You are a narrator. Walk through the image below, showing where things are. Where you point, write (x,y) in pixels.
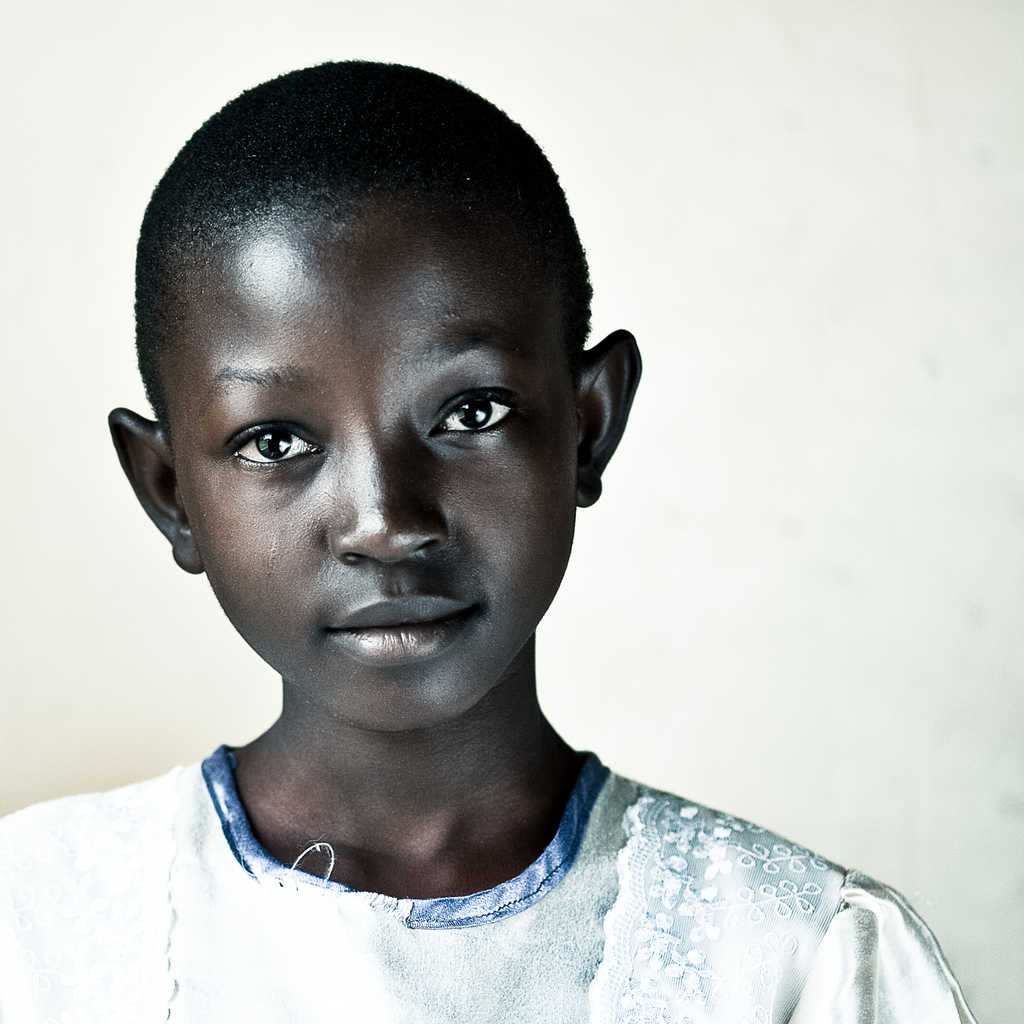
In this image there is a person (457,955) wearing white dress (560,940). The background (206,49) is white.
